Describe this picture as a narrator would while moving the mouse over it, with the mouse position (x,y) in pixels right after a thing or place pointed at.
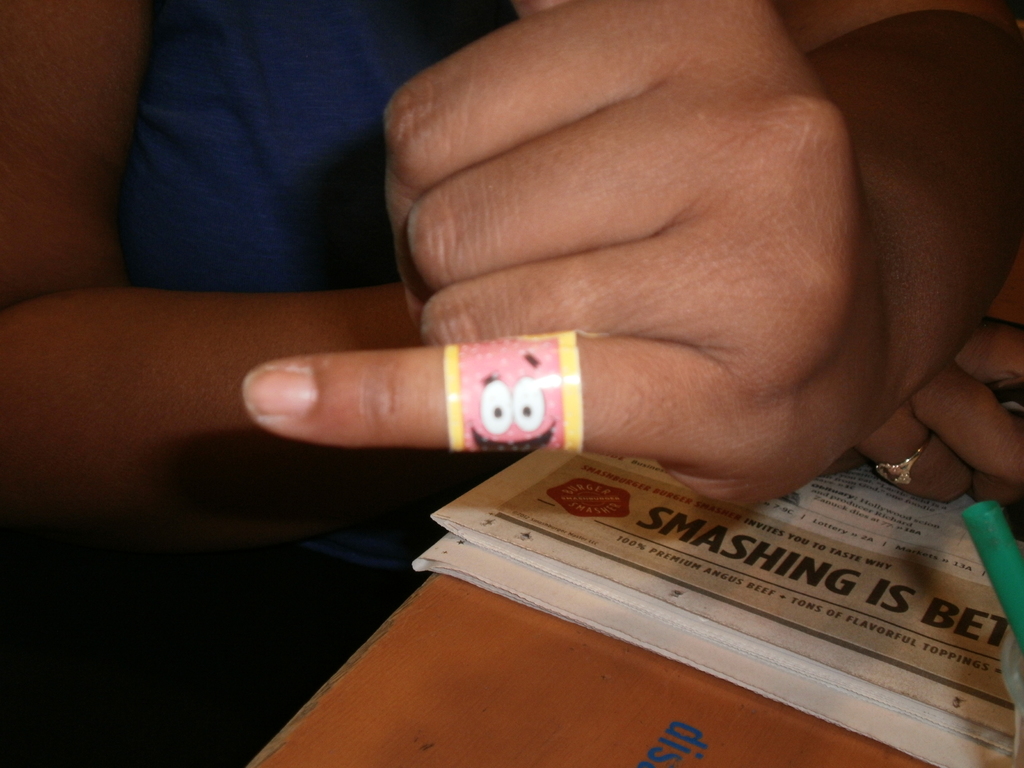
In this picture we can see the woman hands (536,277) and fingers (518,255). On the bottom side (713,584) there is a newspaper (737,631). Behind there is a blur background (323,117).
